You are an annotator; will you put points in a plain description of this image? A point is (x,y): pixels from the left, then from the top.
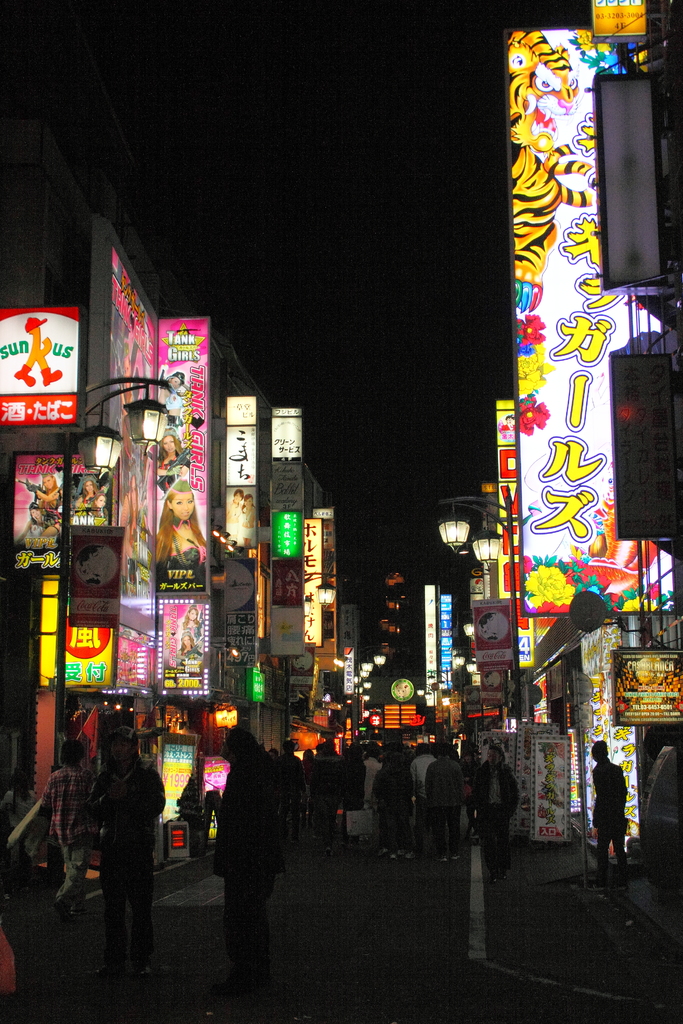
In this image I can see people (239,816) standing on the road (91,973). There are buildings (670,802) on the either sides. They have hoardings (571,258) and there is sky (342,340) at the top (306,316).
